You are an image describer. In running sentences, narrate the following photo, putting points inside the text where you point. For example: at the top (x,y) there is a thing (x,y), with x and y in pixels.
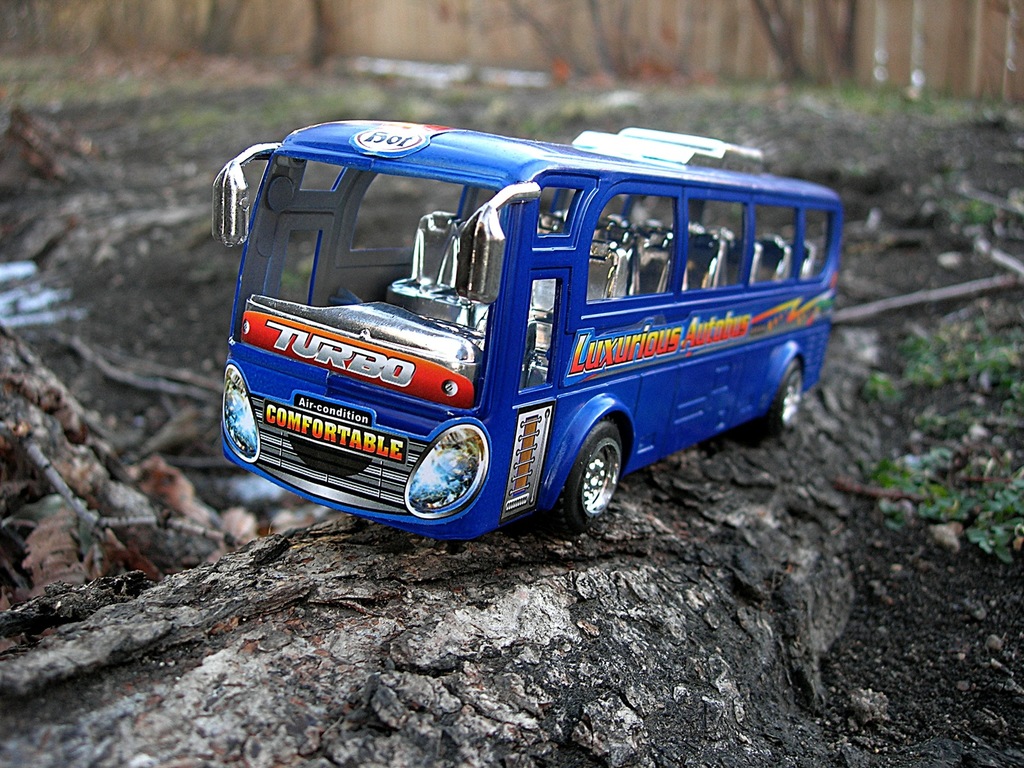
In the center of the image (552,289) we can see a toy vehicle (366,343) is present on the ground (199,295). In the background of the image (209,116) we can see dry leaves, rock (830,569), grass (885,379). At the top of the image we can see the trees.
